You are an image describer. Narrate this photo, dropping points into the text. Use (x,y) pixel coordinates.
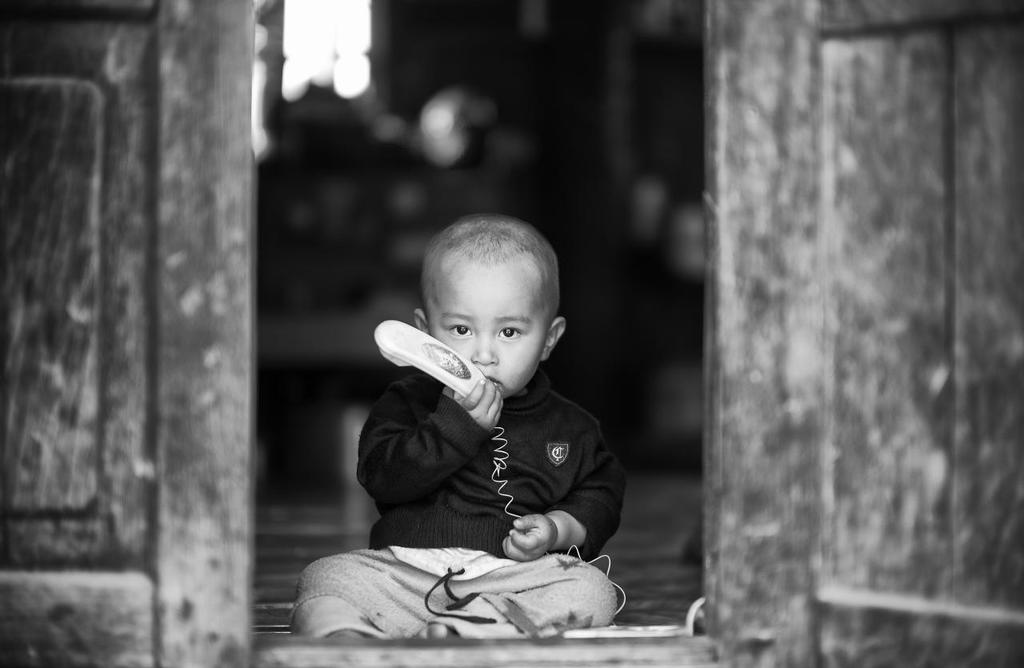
This is a black and white image as we can see there is one kid (486,483) holding a phone (430,374) at the bottom of this image (483,489). There is a wooden door (161,351) on the left side of this image (136,272) and right side of this image (754,252) as well.
